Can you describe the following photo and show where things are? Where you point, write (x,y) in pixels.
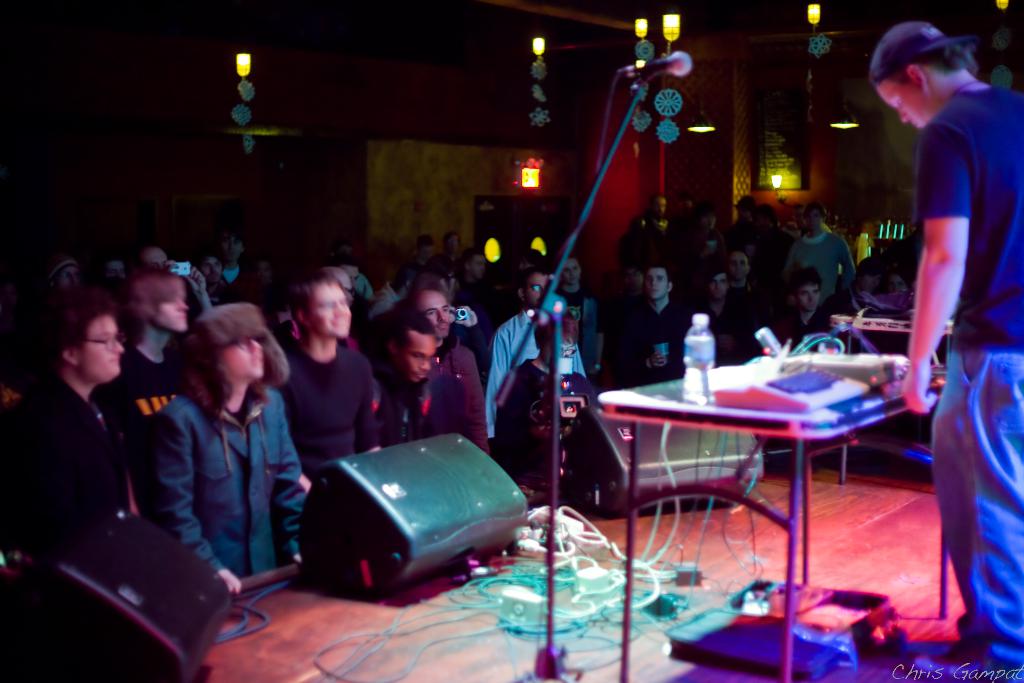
There is a man (1001,641) standing on the floor (870,503). Here we can see a table (662,491), bottle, mike (545,658), and musical instruments (845,376). This is floor (276,663) and there are group of people (493,327). In the background (602,125) we can see lights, frame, and wall (452,184).
